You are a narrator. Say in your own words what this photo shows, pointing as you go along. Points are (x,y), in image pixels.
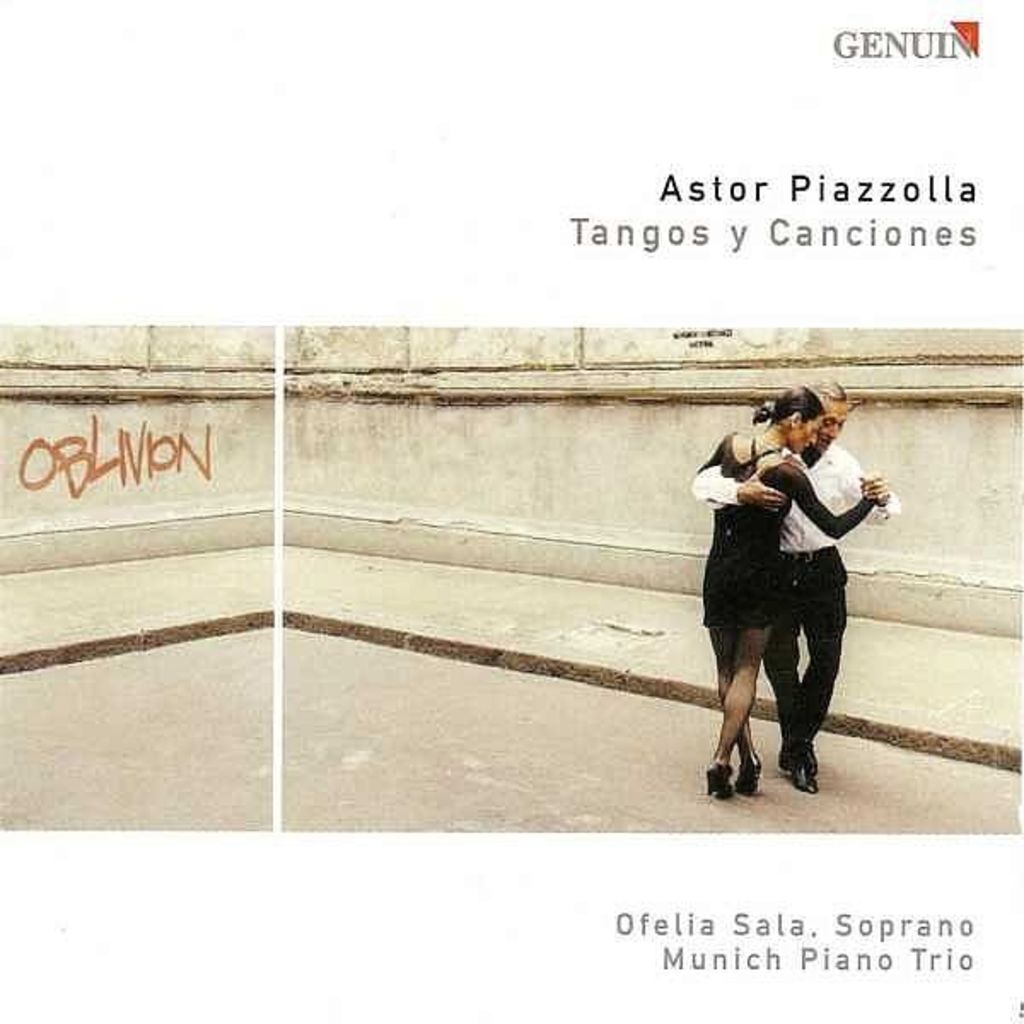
In this image there are two persons (782,648) dancing on the right side of this image (844,622), and there is some text (853,192) written on the top of this image (849,185) and some text (742,926) in the bottom of this image (926,952) as well. There is a wall (657,445) in the middle of this image (556,438).
